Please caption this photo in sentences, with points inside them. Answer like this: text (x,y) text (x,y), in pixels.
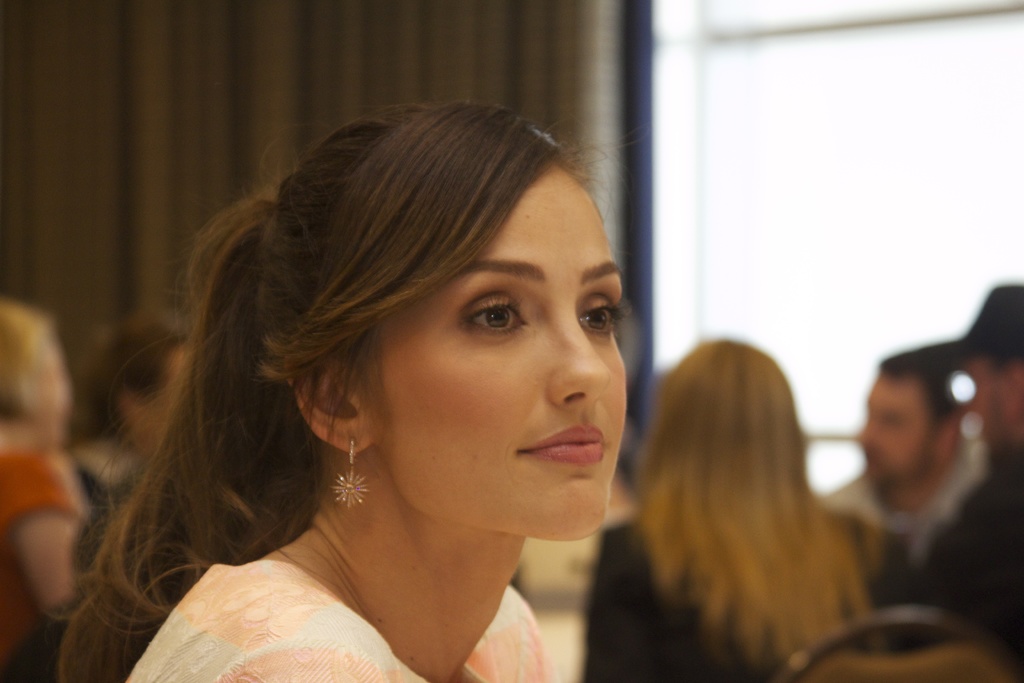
This is an inside view. Here I can see a woman (291,442) is looking at the right side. In the background (823,536), I can see few people (796,541) are sitting on the chairs (874,653). In the background (443,67) there is a curtain (440,91) and also I can see a window glass (805,136).
